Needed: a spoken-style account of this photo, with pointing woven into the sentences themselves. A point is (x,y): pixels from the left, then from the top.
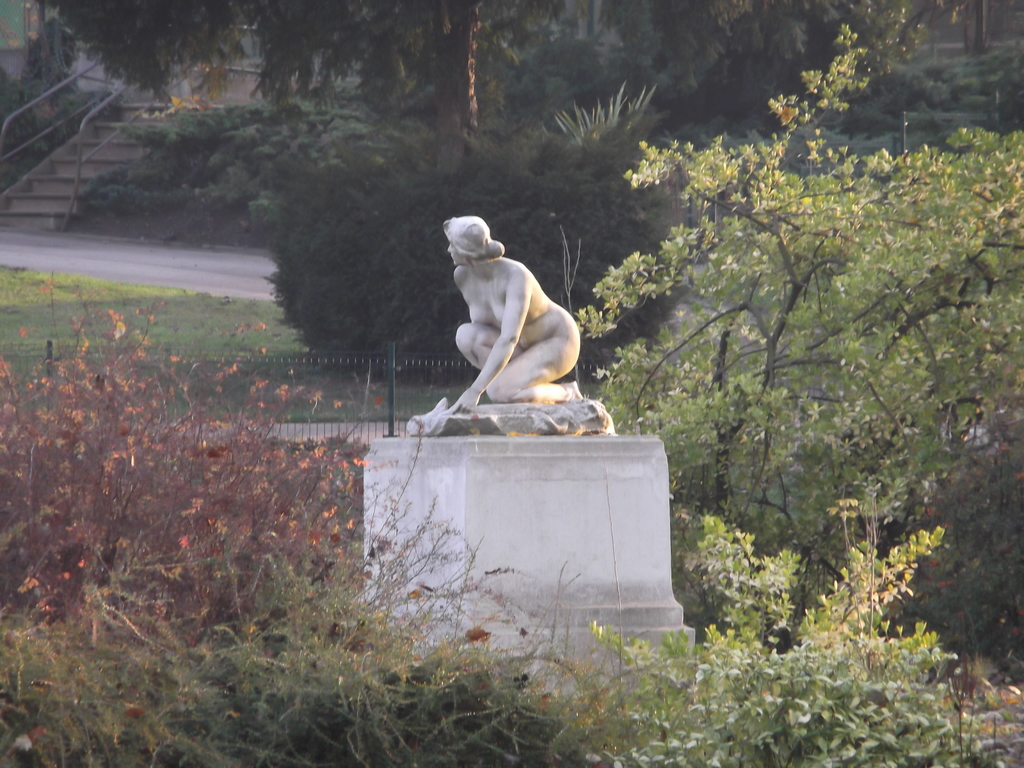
In this image we can see white color statue (539,469) and trees (515,158). Background of the image (389,401) fencing (337,380) is there. At the top left of the image (54,194) we can see stairs (34,195) and railing (109,98).
